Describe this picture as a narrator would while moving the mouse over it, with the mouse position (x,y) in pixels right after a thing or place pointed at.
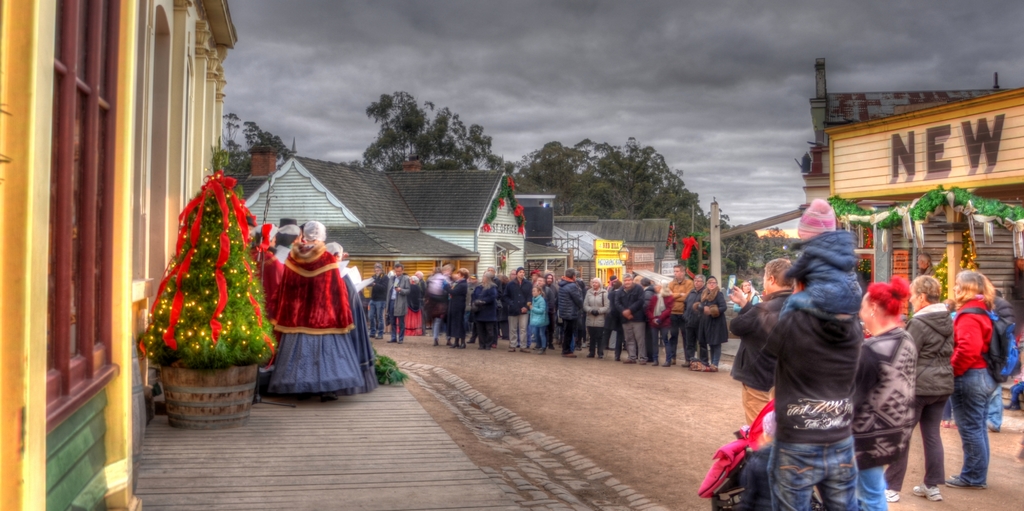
We can see people (255,250), left side of the image (252,294) we can see Christmas tree (184,363) with decorative items (181,272) and window (79,120). Background we can see houses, trees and sky (334,97) is cloudy.
